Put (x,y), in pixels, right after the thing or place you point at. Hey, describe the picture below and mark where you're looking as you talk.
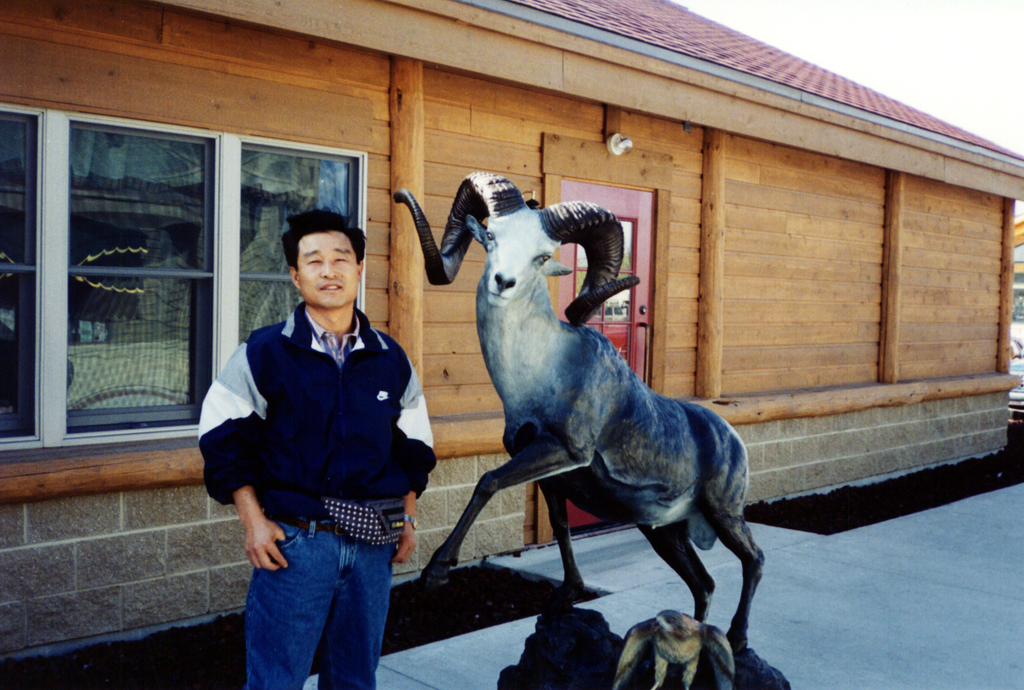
In this image we can see a person (289,631) standing and posing for a photo and there is a statue (611,350) and in the background (717,204), we can see a house (873,222) with the door (644,247) and windows (184,272).
